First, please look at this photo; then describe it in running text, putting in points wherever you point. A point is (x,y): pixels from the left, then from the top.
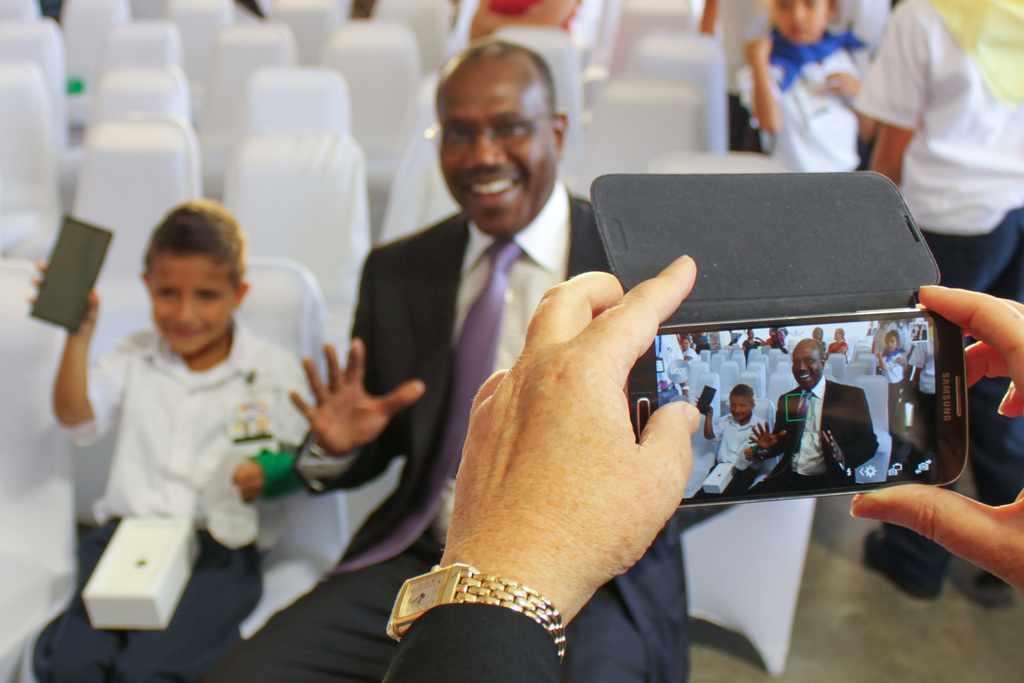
In this picture there is a man (385,443) and a boy (124,486) sitting in the chairs (372,493) who is posing for a picture which was taking from the mobile (797,426) by another person (550,438). In the background (923,222) there are some people (942,108) standing and sitting in the chairs (320,76).
